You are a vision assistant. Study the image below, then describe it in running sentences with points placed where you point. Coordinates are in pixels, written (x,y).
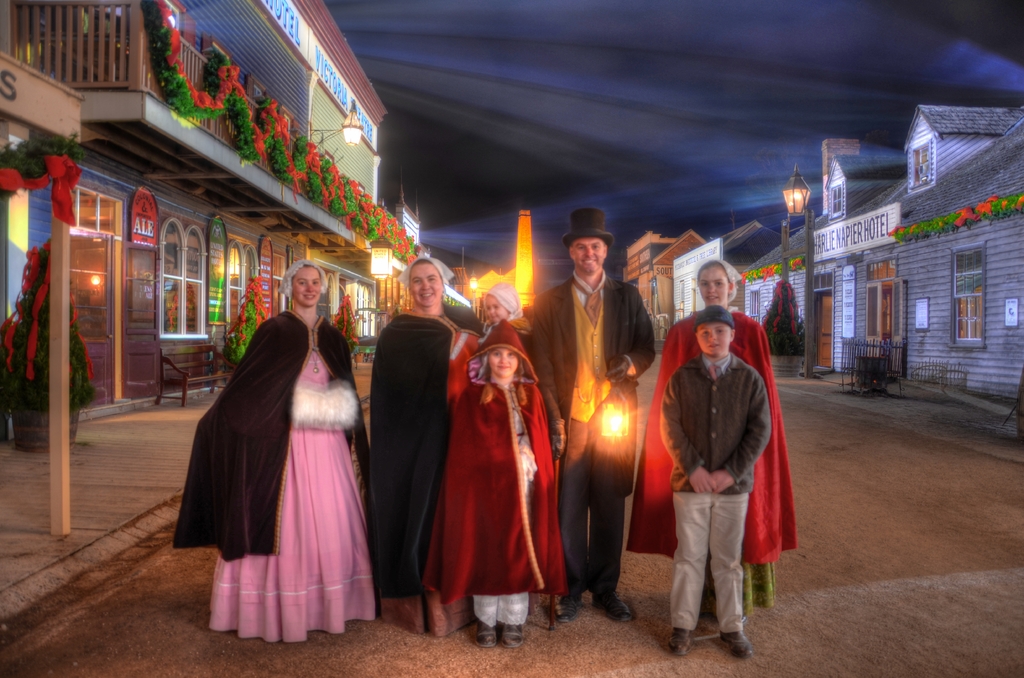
In this image there is a man (600,378) holding a lamp (615,398) in his hand (608,368) and there three women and three kids (498,428) standing on a road (838,540), on either side there are beautiful houses (255,214) which are decorated and light poles (805,215) in the background (490,156) there is a sky (669,147).
